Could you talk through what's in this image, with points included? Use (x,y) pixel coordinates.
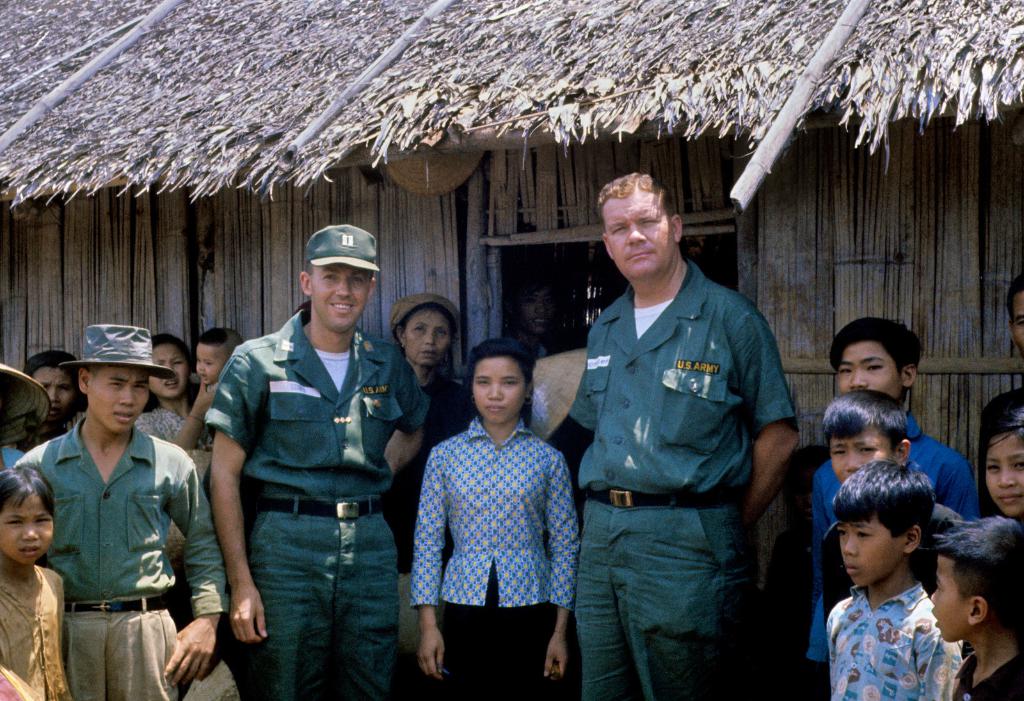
In the picture we can see a wooden house (574,289) and the roof (778,109) is covered with dried grass (843,65) and bamboos (798,110) and near to the house (699,150) we can see some children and two men (636,198) are standing with uniforms (721,340).
